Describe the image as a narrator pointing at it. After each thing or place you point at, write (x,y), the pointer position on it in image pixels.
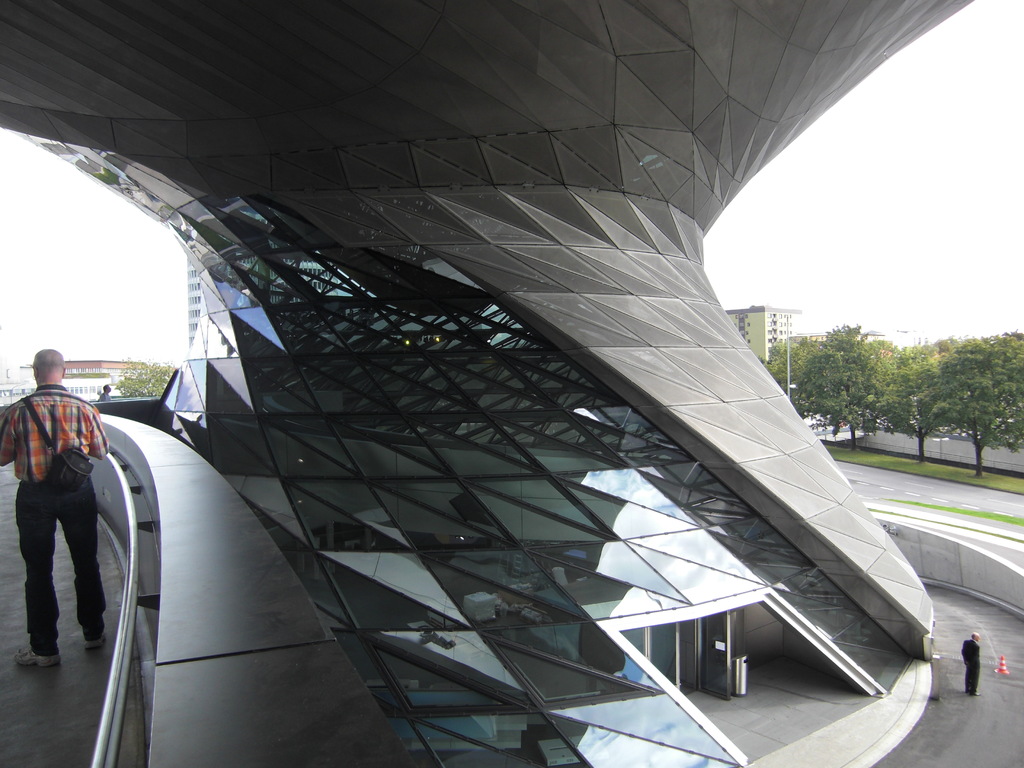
In this picture there are buildings (563,352) and trees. On the right side of the image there is a person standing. On the left side of the image (84,588) there is a person (26,399) standing and there is a handrail (99,738). At the top (846,204) there is sky (856,209). At the bottom (981,517) there is grass (981,517) and there is a road (1015,502).
